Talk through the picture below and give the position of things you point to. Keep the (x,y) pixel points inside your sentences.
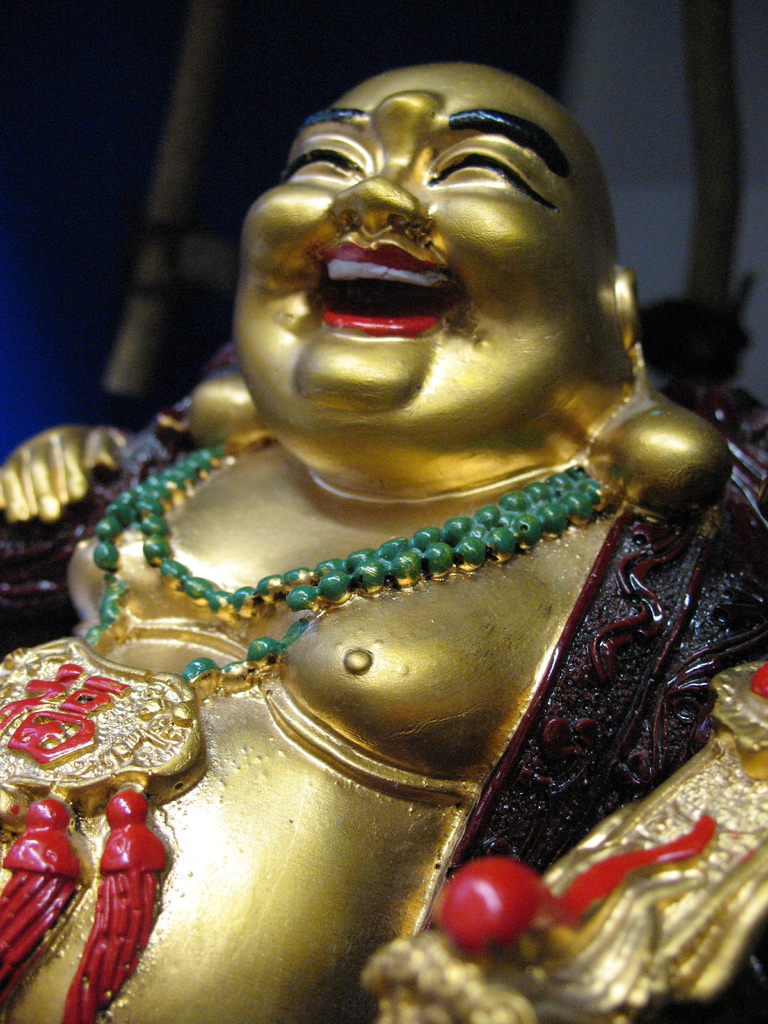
In this image, we can see a statue (312,188). We can also see the blurred background (196,263) with some objects (687,35).
